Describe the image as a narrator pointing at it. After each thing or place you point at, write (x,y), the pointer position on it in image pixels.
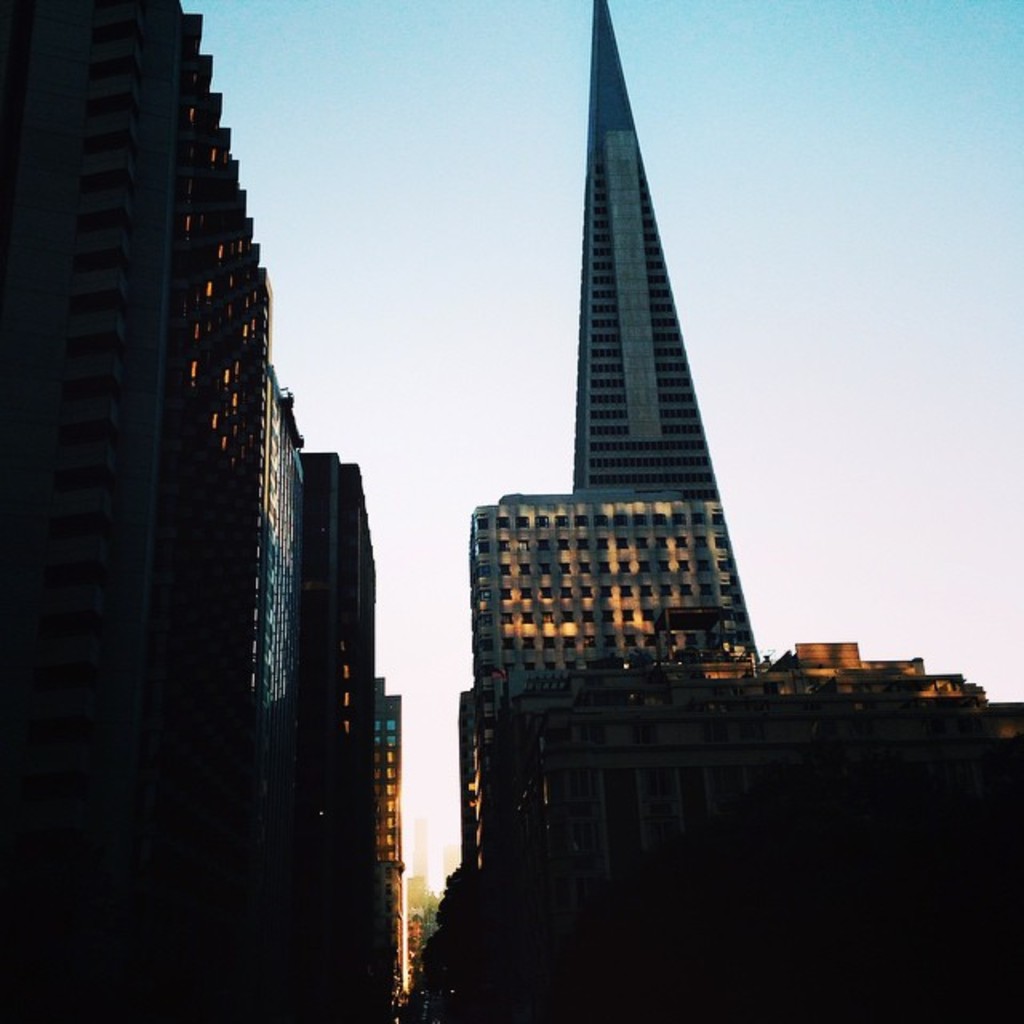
There are few buildings (242,591) in the left corner (225,625) and there is a tower building (638,385) in the right corner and there are few buildings (643,615) beside it.
